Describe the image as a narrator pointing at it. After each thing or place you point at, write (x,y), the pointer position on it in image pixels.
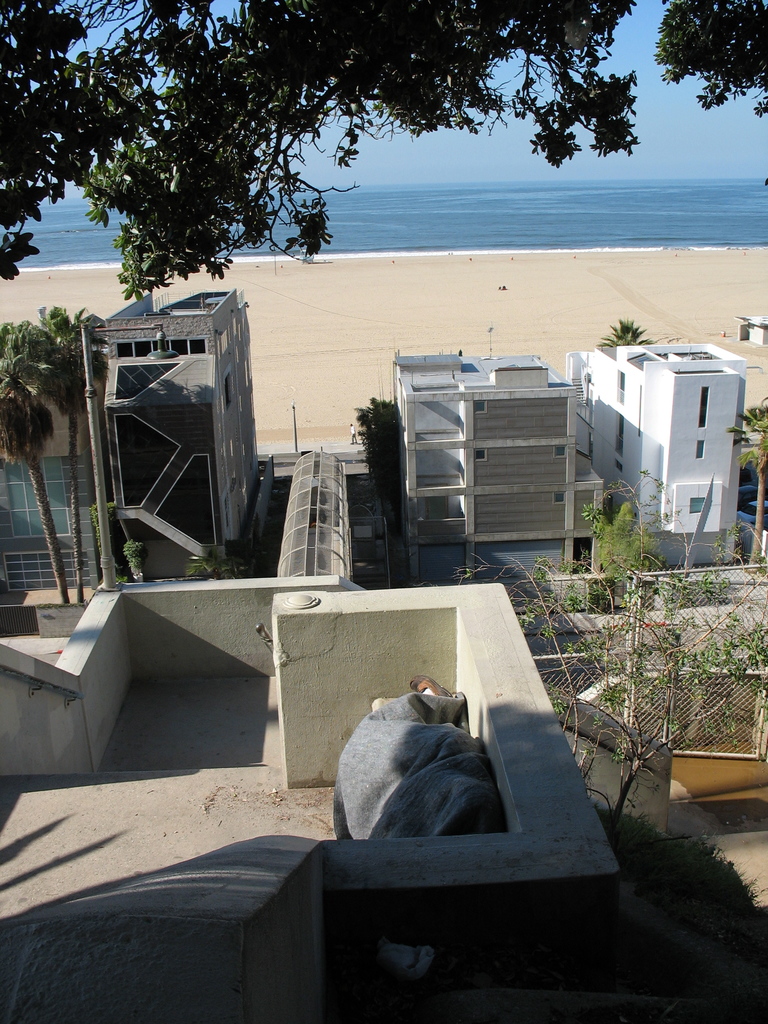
In this image I can see few buildings (645,521), windows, trees (76,348), fencing (717,596), poles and water (477,189). The sky (484,162) is in blue color.
